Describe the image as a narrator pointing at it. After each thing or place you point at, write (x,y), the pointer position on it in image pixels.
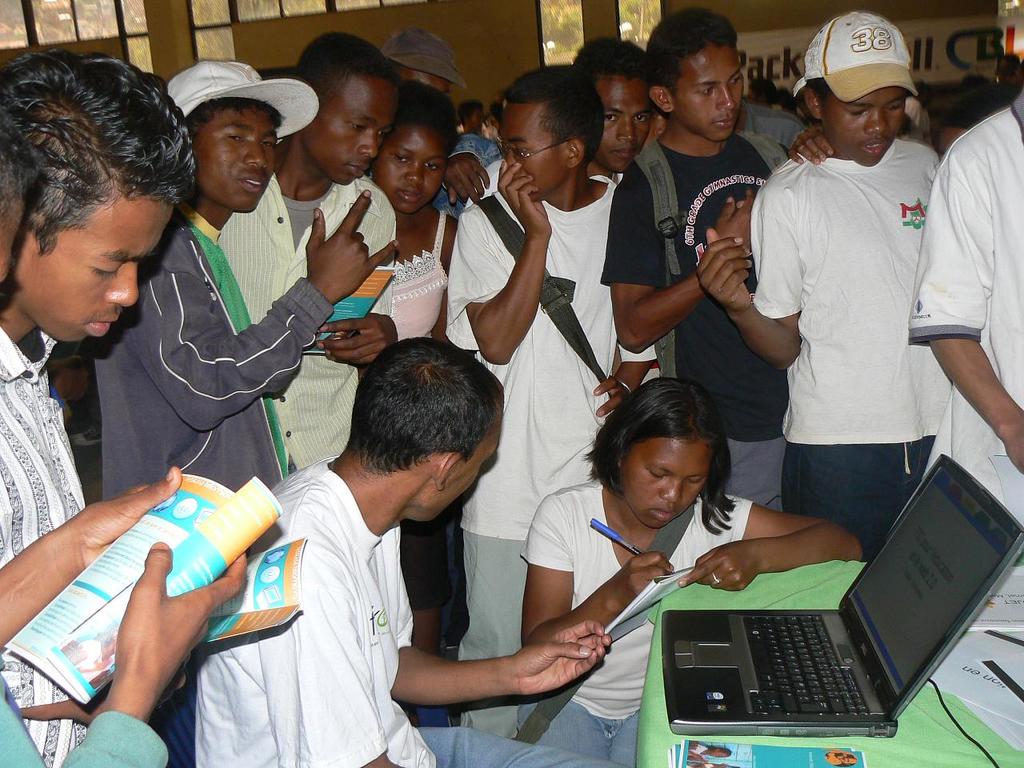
In this image we can see a group of persons (512,523) and among them few people (217,583) are holding objects (628,541) and a person (616,611) is writing. In the bottom right (832,681) we can see the objects (847,642) on a table (913,728). Behind the persons (815,45) we can see a wall (749,52) with glass (626,12). Through the glass (561,14) we can see the trees (557,40).
